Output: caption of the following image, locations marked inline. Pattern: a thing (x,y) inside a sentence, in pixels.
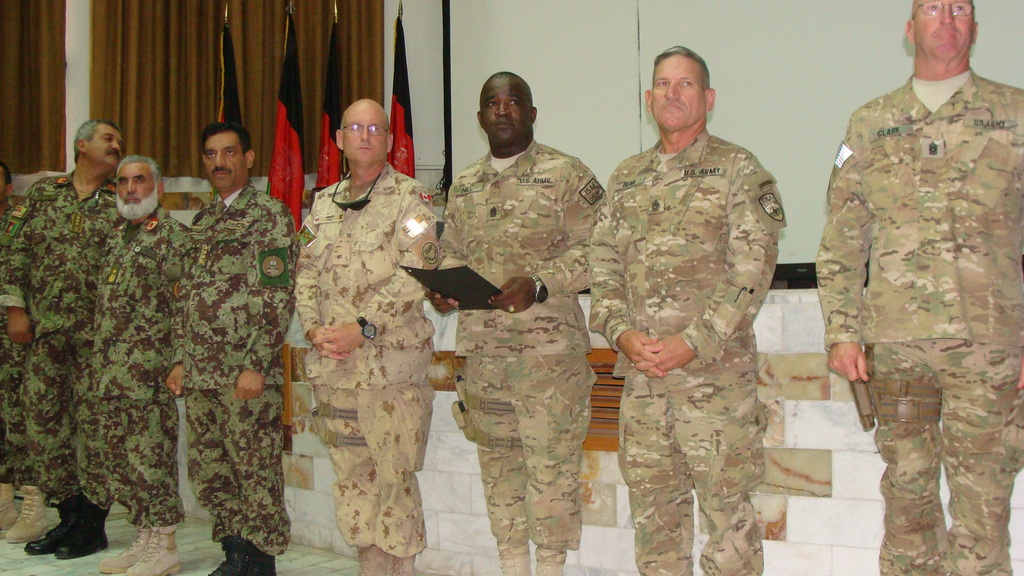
There are people (665,226) standing and this person (536,217) holding file (485,288). Background (301,66) we can see wall (754,50), flags (405,127) and curtains (48,14).
